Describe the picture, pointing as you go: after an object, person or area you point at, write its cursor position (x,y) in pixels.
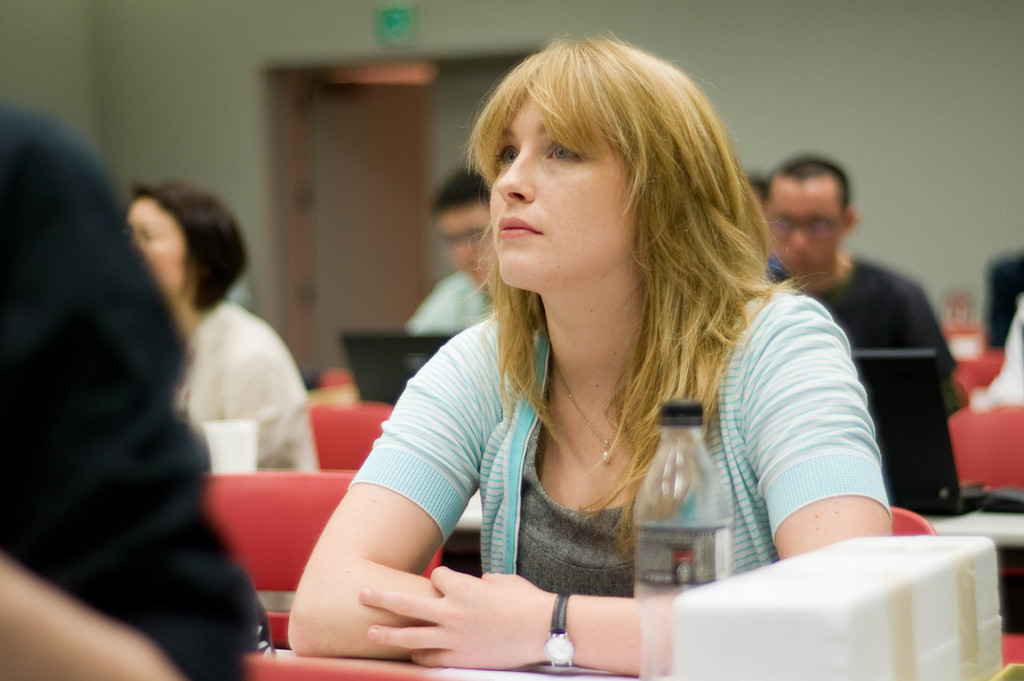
Here we can see few persons (628,432) are sitting on the chairs (297,665). There are tables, bottle (676,498), cup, box (791,661), and laptops (891,488). In the background (940,148) we can see a wall (467,24), board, and a door (413,129).
